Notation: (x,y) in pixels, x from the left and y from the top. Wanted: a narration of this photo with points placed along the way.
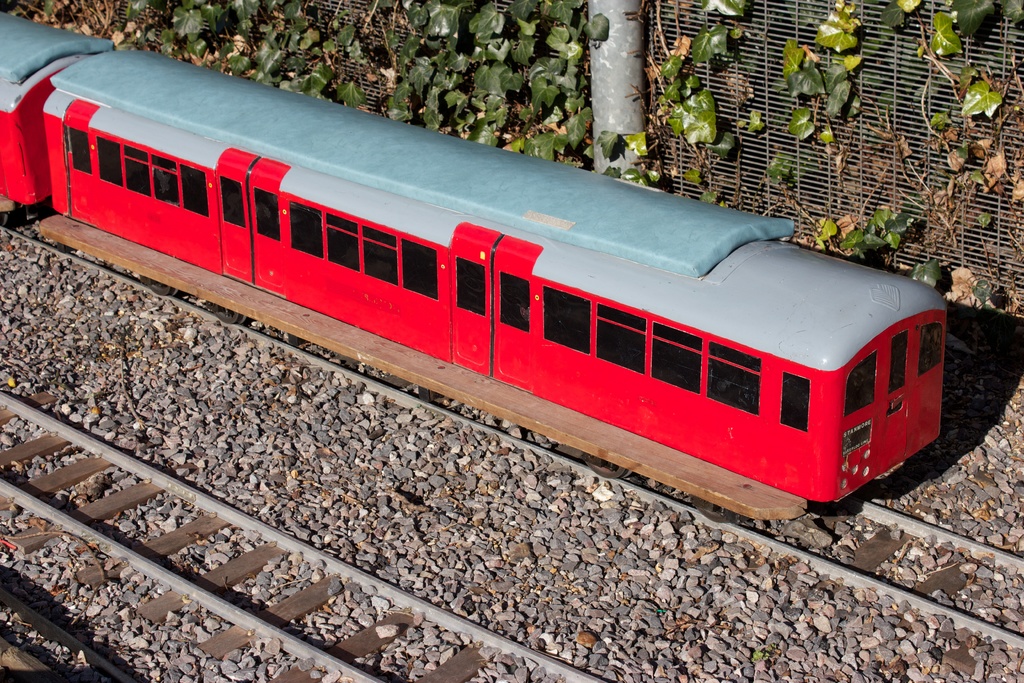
In this picture I can see the toys set (556,287), where I can see the tracks (159,489), a train (167,227), fencing (781,43) and few plants (649,169). I can also see number of stones (67,322).
